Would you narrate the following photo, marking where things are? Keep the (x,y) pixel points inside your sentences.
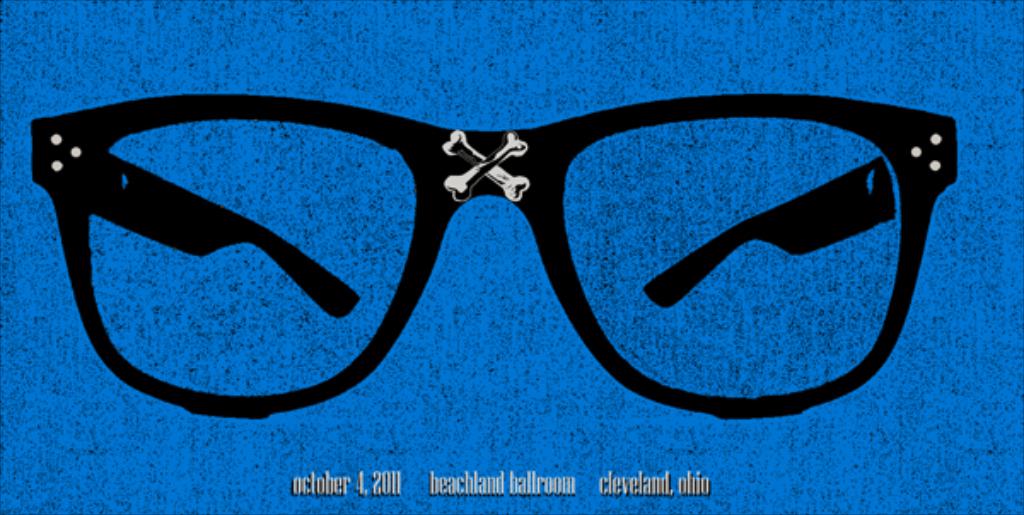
In this image I can see a black color specs (569,170) and background (588,45) is in blue color.
